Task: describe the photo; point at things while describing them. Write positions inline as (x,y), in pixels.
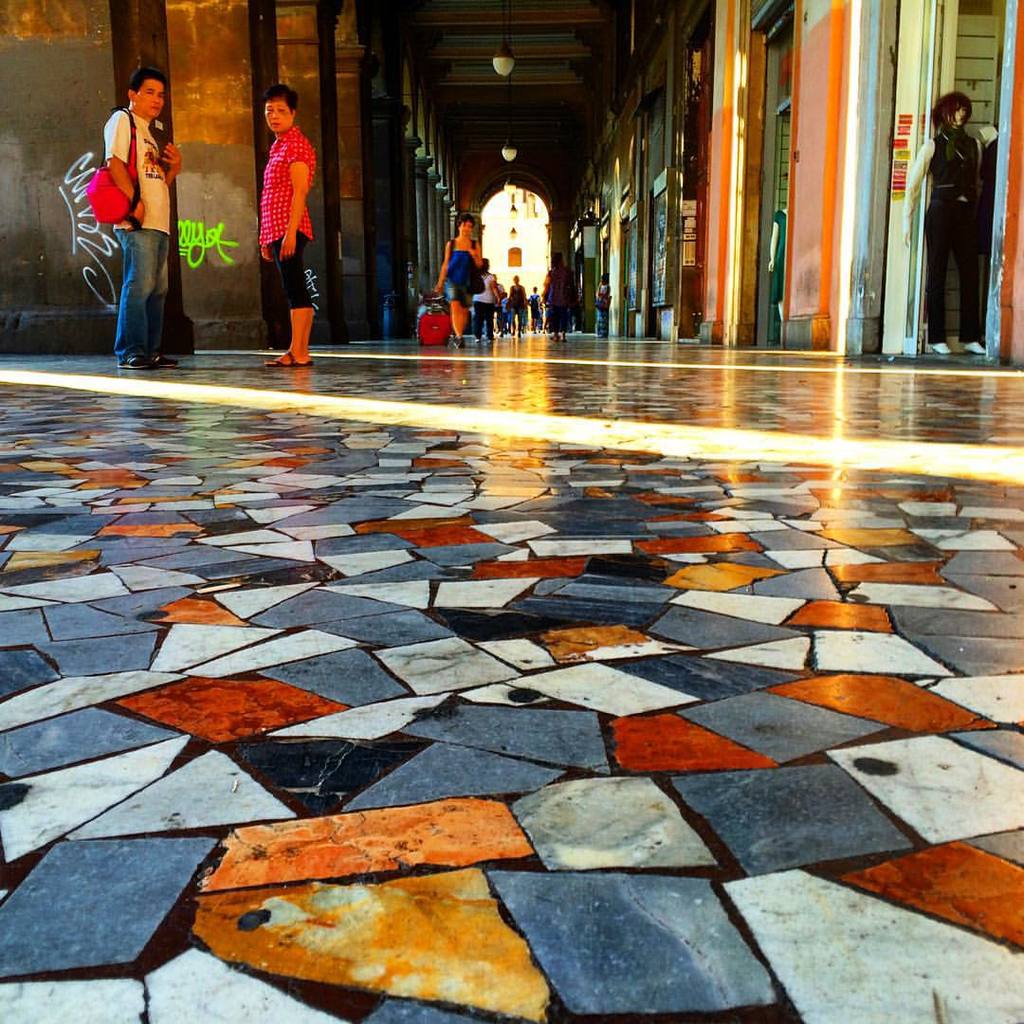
In this image there are a few people (483,329) walking in the corridor (452,389) of the mall (530,379), besides the corridors (530,379) there are pillars (725,269) and shops (621,237), at the top of the image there are lamps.
